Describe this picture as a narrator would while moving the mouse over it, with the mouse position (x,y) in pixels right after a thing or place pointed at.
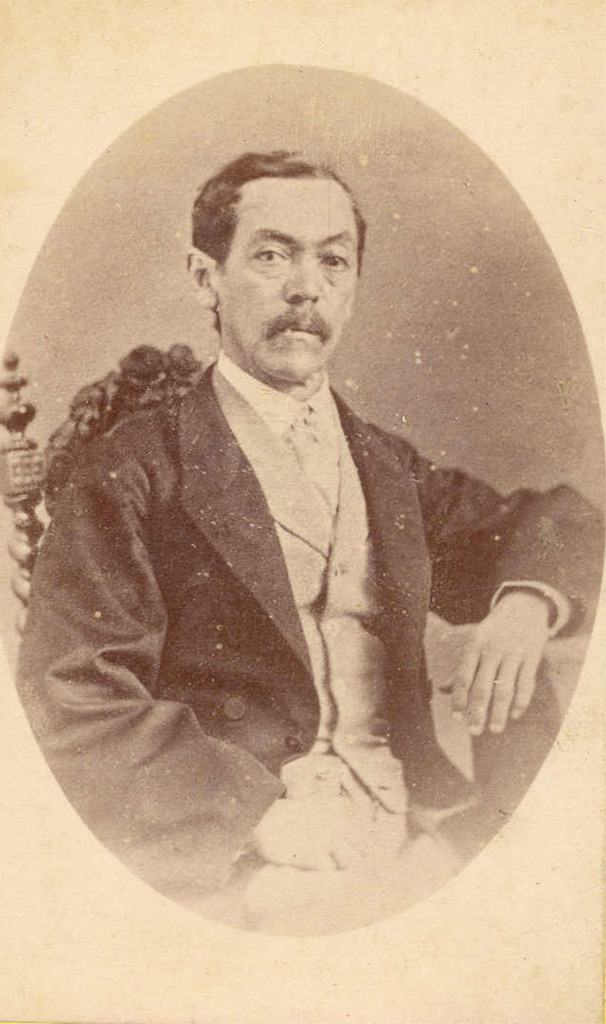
In this image I can see the depiction picture of a man (396,826). I can also see he is sitting. I can see he is wearing a blazer (393,456), a shirt (328,442) and a waistcoat (347,469).
